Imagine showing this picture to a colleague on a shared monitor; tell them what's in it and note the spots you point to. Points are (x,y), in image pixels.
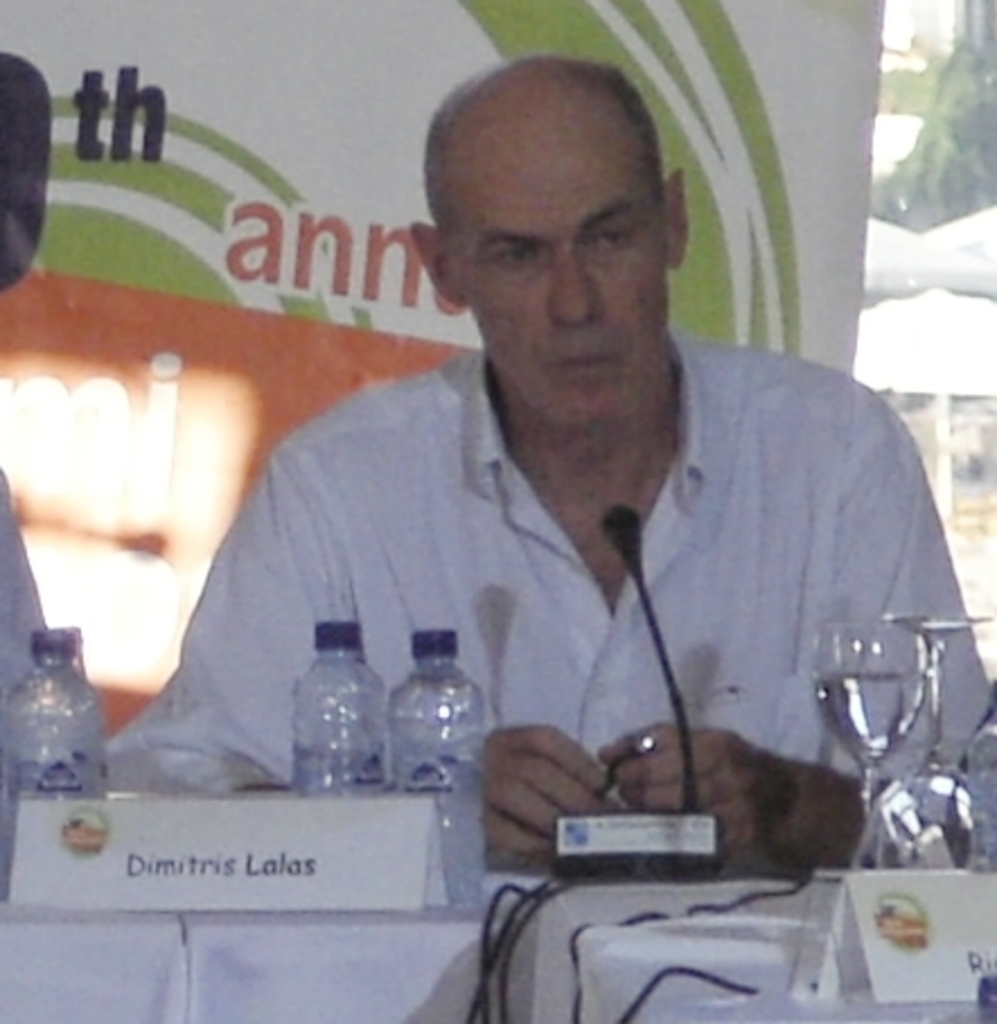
In the middle of the image (390,645) a man (668,768) is sitting in front of a microphone (670,830), Behind him there is a banner (213,183). In front of him there are some water bottles (985,826) and glasses (865,799) on the table (344,950).
